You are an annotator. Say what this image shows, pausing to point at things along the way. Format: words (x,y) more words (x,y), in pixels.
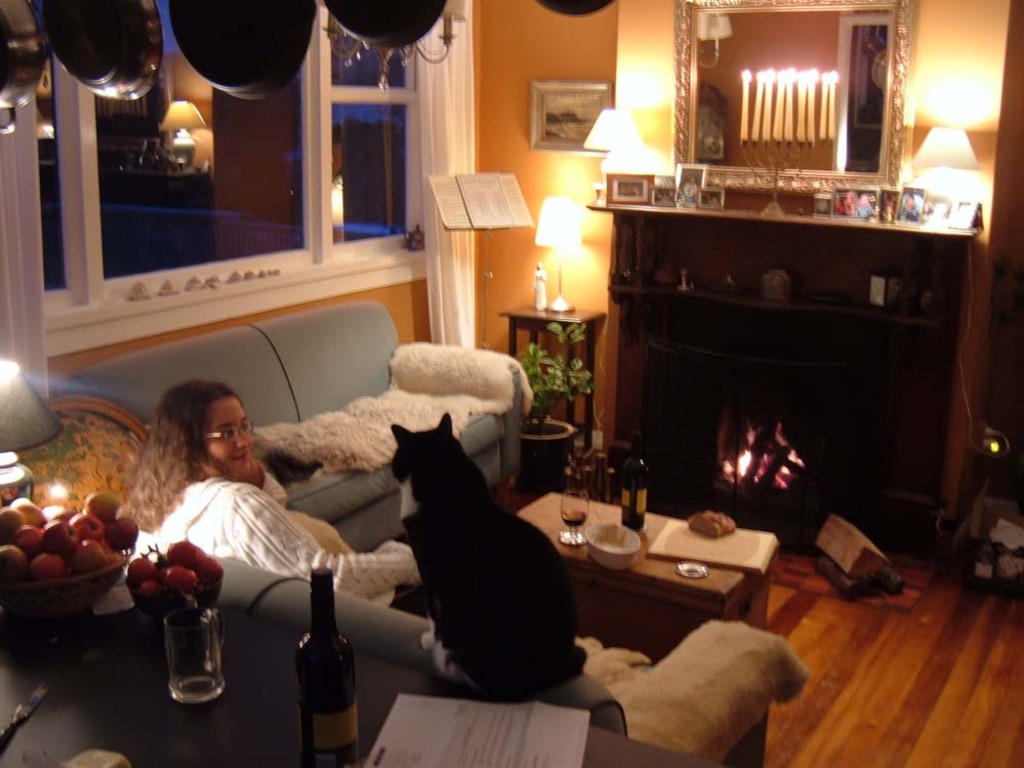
In this image i can see a lady person (233,520) sitting on the couch (365,541) and a cat (406,477) at the foreground of the image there some fruits (63,513), glass (192,670) and bottle (328,594) on top of the table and at the background of the image (558,255) there are lamps (565,233), books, camp fire (736,479) and candles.
